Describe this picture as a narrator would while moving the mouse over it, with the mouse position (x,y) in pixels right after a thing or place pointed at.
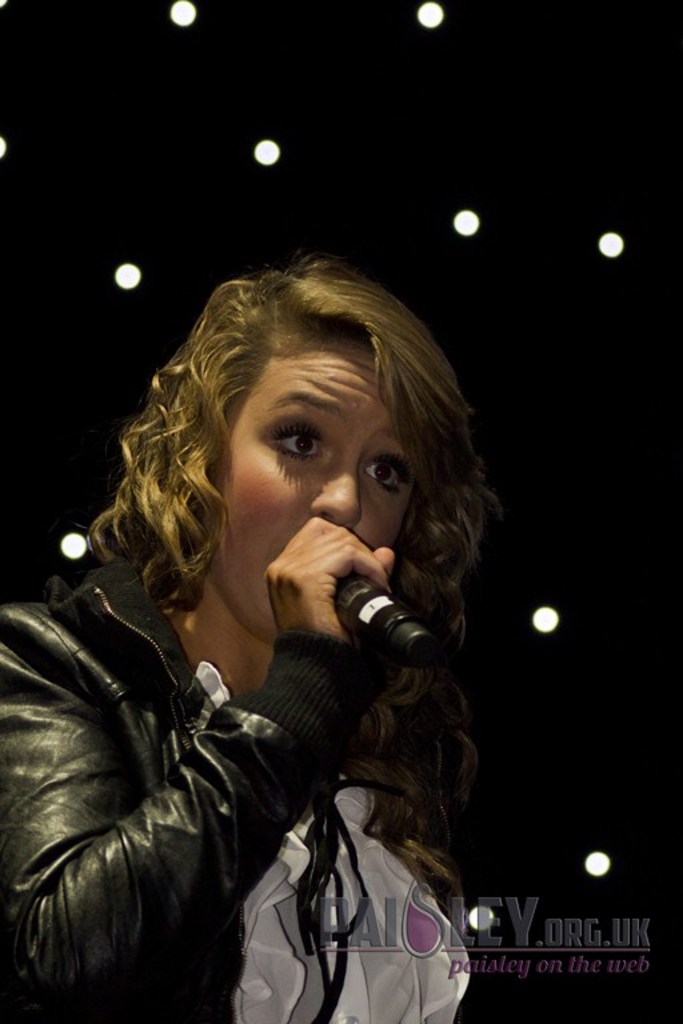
In this picture I can see a person (381,555) holding a mike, and in the background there are lights (483,912) and there is a watermark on the image.
